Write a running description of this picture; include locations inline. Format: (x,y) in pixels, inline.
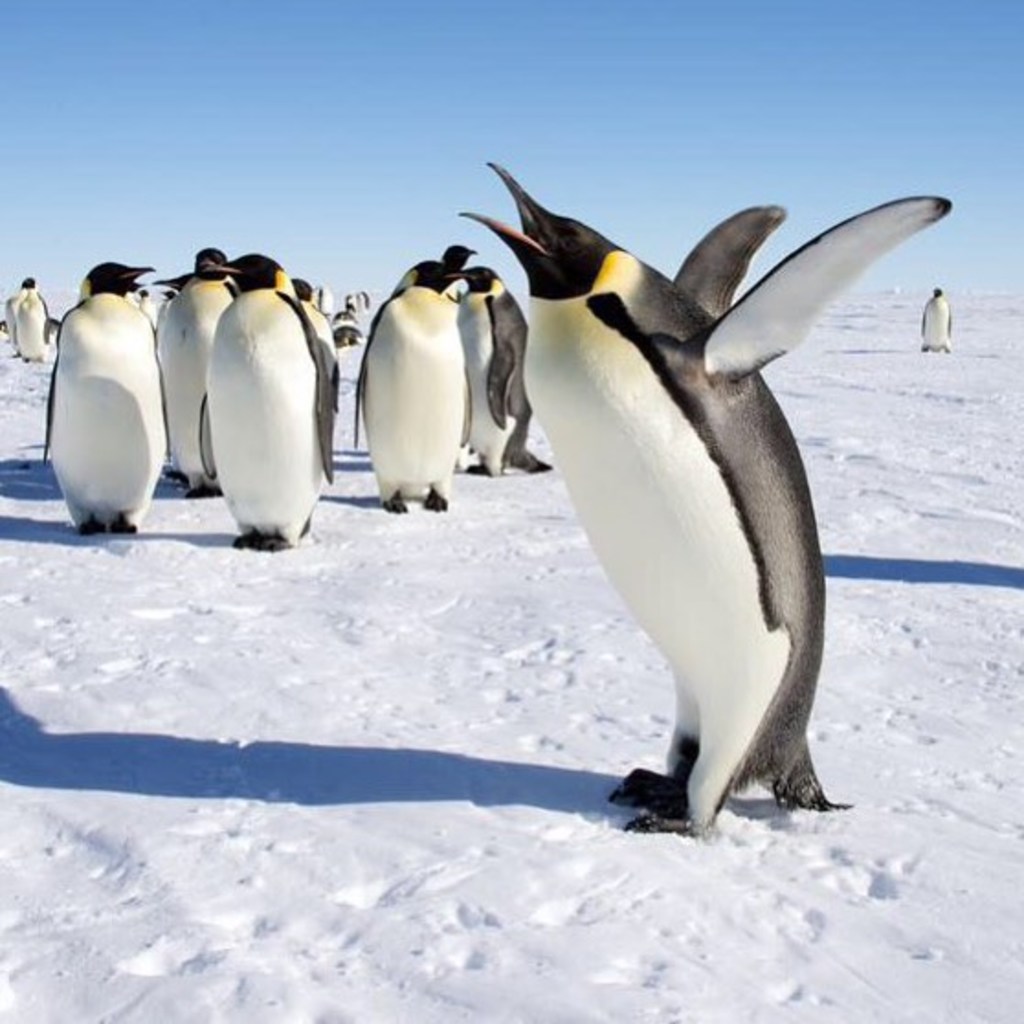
In this image, we can see some penguins (217,325). At the top of the image (560,76), we can see the sky (675,41).
